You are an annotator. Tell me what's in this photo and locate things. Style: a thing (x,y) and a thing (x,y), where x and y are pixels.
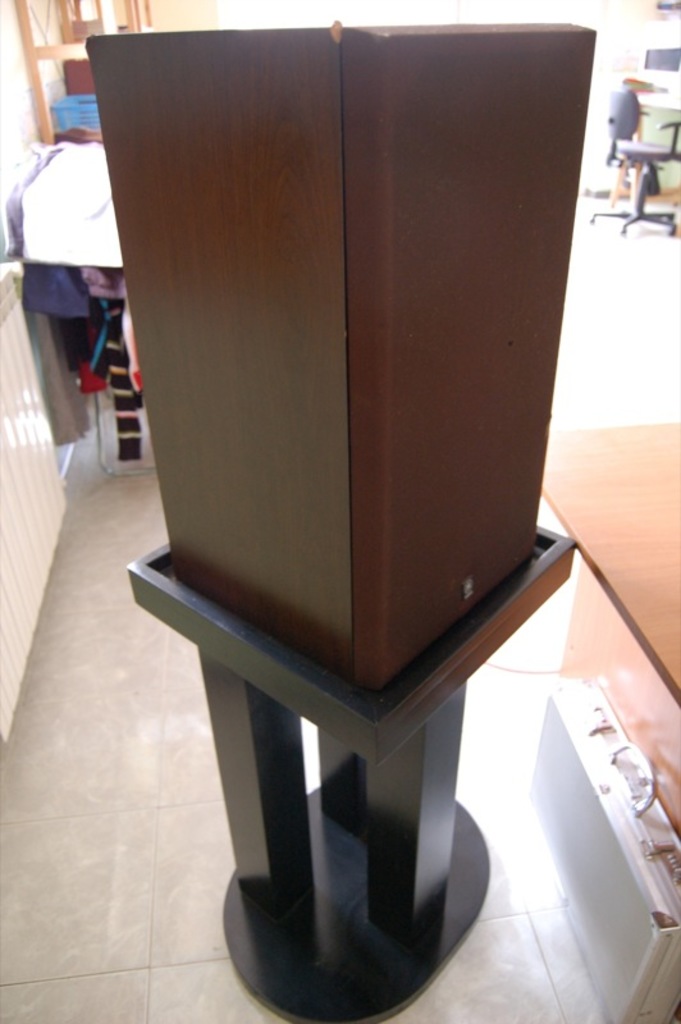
In this image there is a box (349,487) on the stand (415,767), beside the stand (440,868), there is a suitcase (660,843), a table (660,652), there is a chair (615,110) and a few other objects (650,91) in the room (653,95).
